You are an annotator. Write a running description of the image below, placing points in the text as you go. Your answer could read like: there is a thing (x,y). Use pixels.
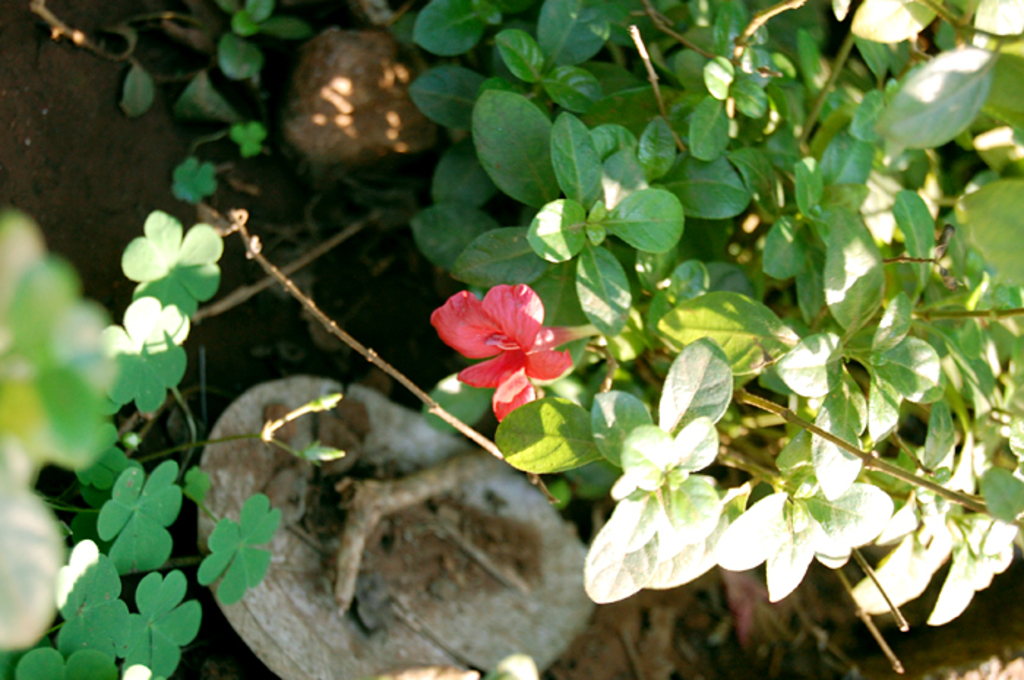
In this image we can see plant (656,408) with red colored flower (531,360).
